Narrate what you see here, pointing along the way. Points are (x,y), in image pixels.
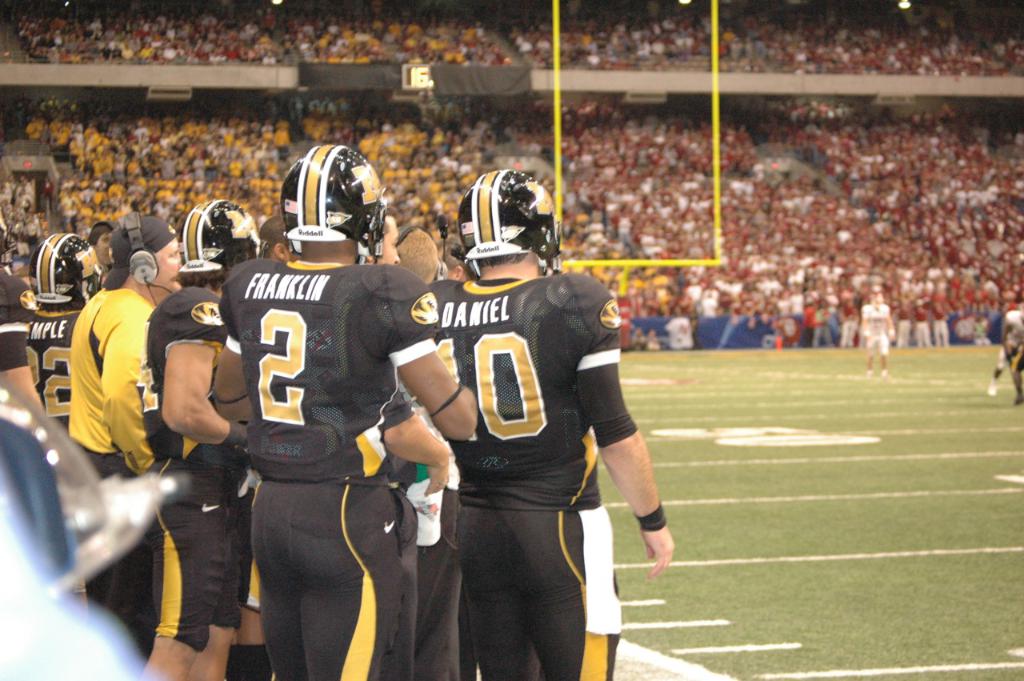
In this picture we can see some people (346,401) are standing on the left side (228,422) they wore helmets (287,236), at the bottom (900,515) there is grass (923,621), in the background (919,196) we can see some people (525,124), there are some lights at the top of the picture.
